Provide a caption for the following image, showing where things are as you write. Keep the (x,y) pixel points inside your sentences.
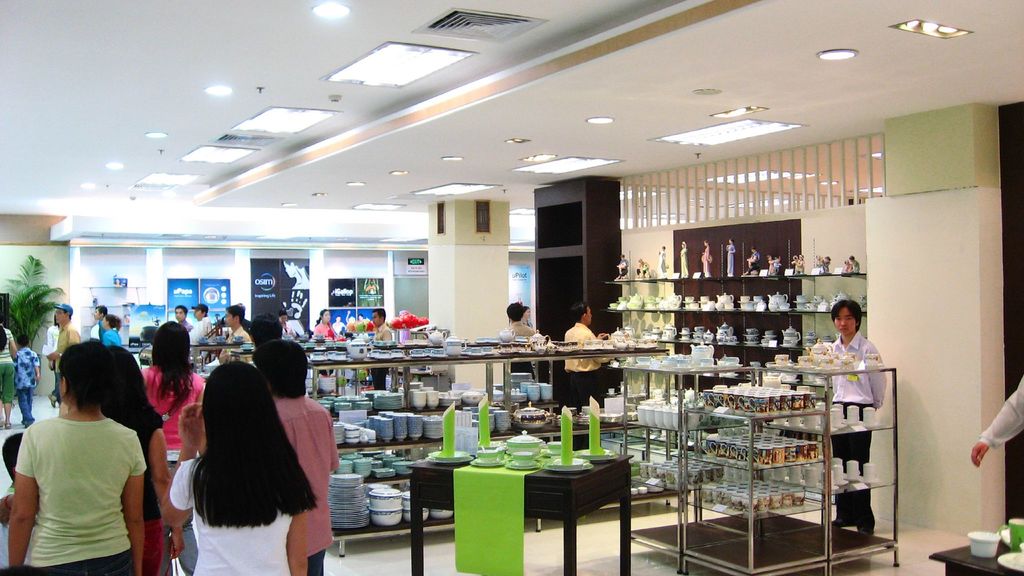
This is a dishes and gifts shop (641,393). There are group of persons (237,391) visited to this shop (479,359) to buy dishes (408,433) or gifts (391,468) at the right side of the image (794,486) there is a man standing behind the cups (786,503) and at the left side of the image (3,366) there is a plant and a lady (1,340) holding his kid (35,363) and on the wall (112,257) there are different boards (299,285), At the middle of the image (439,284) there is a pillar (500,235) and there are ceiling lights (436,192) at the top of the image (922,30).
